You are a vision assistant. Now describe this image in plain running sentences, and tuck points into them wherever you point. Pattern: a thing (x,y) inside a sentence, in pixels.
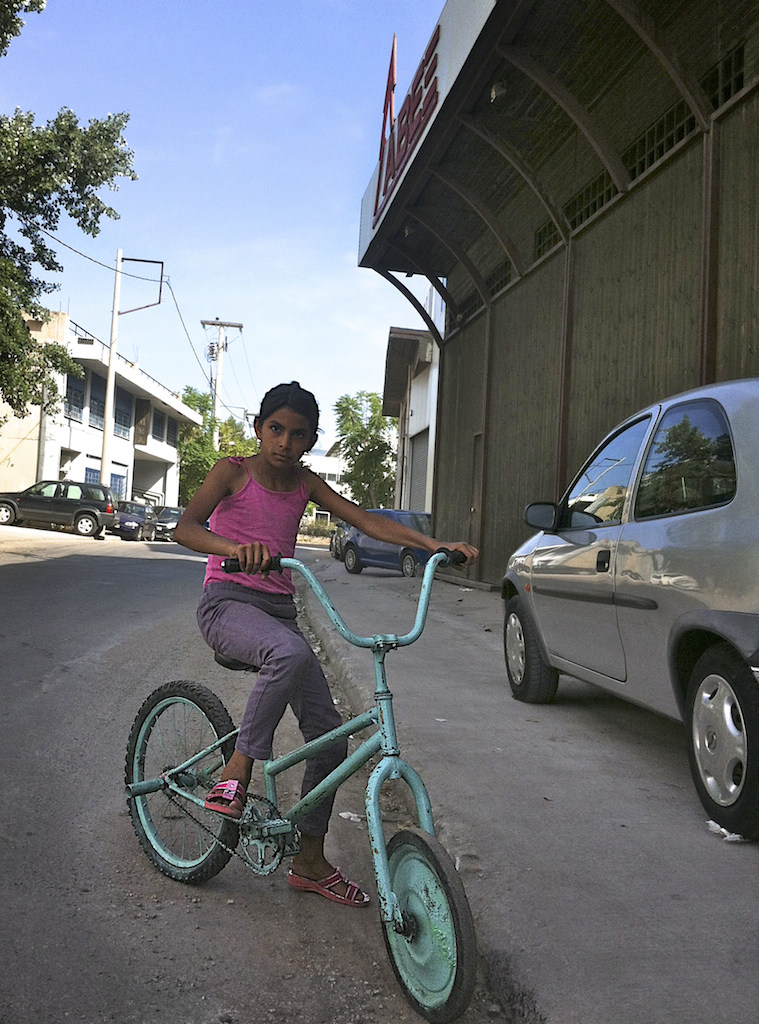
In this image there is a girl (261,665) riding a bicycle (215,759) in the center (269,641). In the background (157,522) there are cars (692,515) on the road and there are buildings (511,381), trees (55,347), and poles (216,349) with wires (203,369) attached to it and the sky (254,215) is cloudy.
